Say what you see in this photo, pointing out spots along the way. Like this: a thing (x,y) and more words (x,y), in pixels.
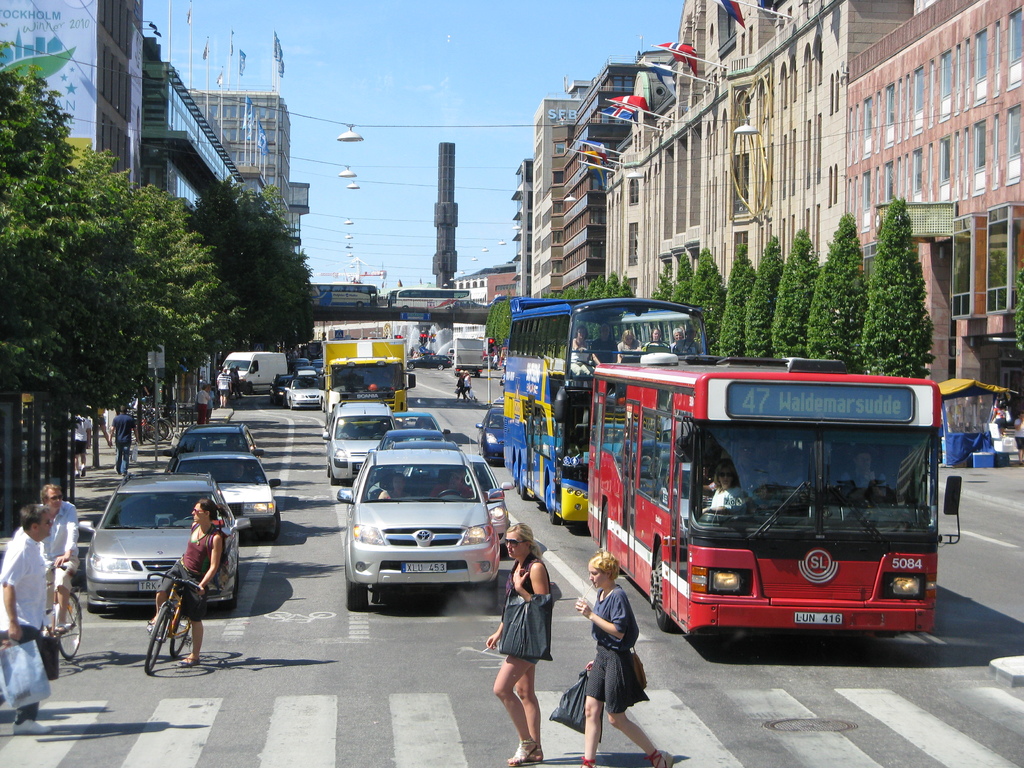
Here in the front (598,613) we can see a couple of woman (586,720) walking through the zebra crossing (499,710) and behind them we can see a bus (751,398) and cars (427,423) waiting near the signal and here at the left side (168,588) we can see a woman (164,599) on a bicycle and there are trees (157,257) and buildings (157,159) present.
